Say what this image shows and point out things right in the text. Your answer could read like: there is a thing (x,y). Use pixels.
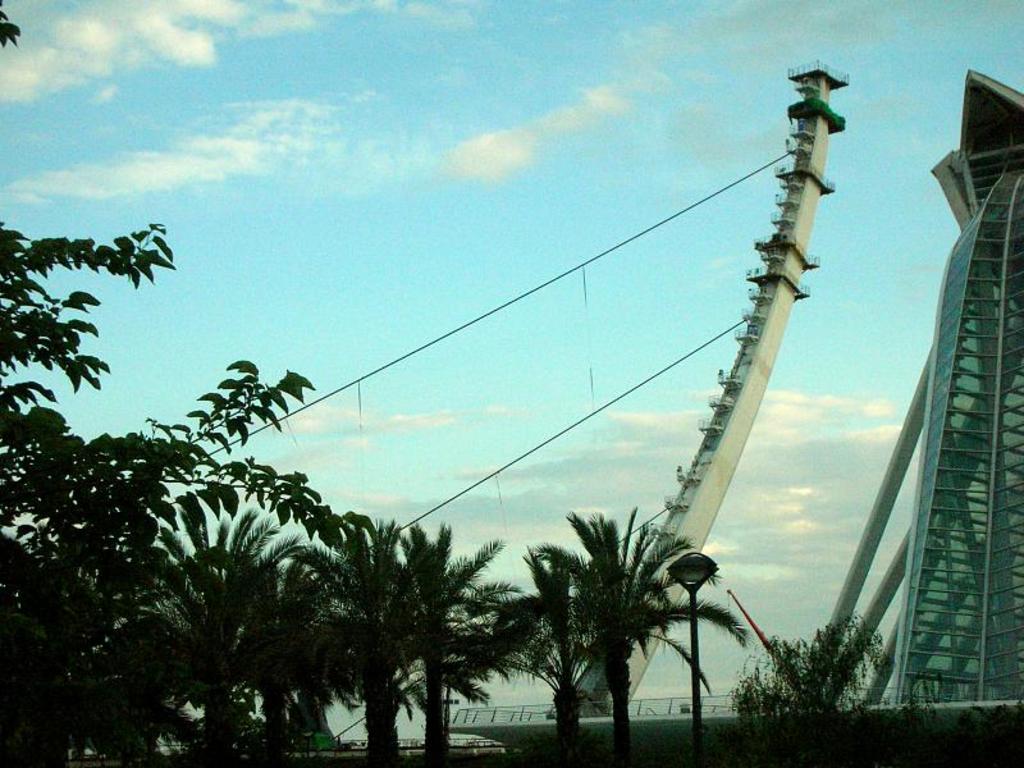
In this image we can see few buildings (683,486). There are many trees (650,578) in the image. We can see few cables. We can see the clouds (665,498) in the sky (535,417).
